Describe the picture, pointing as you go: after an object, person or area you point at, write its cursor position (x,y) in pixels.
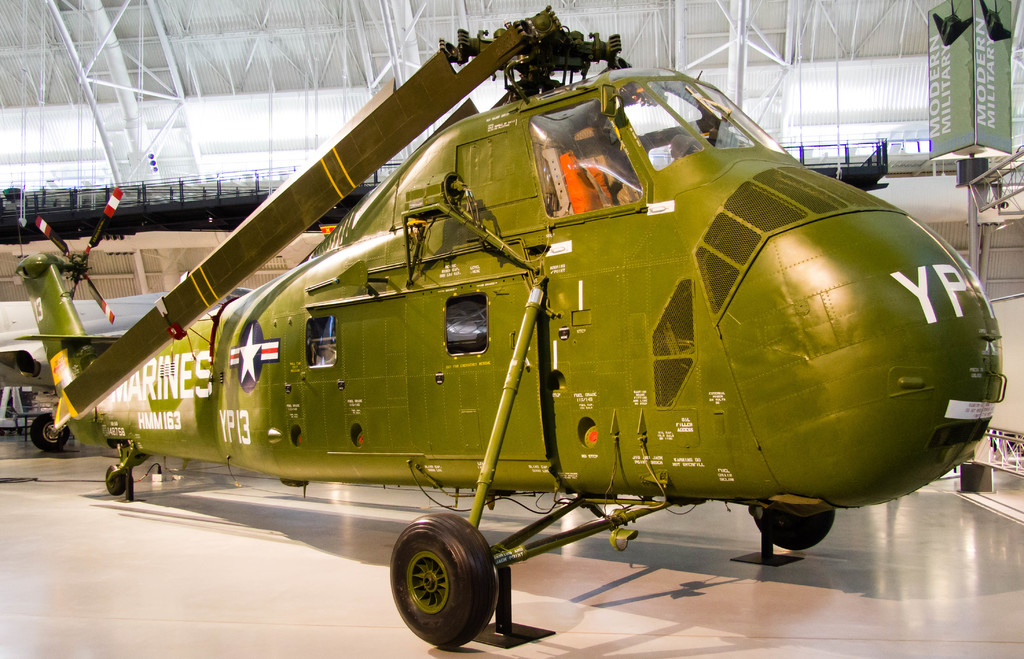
This picture is clicked inside. In the center (545,354) we can see the aircrafts (132,343) parked on the ground (203,485) and we can see the text (952,286) on the aircraft (328,347). At the top (349,64) there is a roof (339,96) and we can see the metal rods (782,67). On the right (993,116) we can see the text (982,75) on the posters (980,98) and we can see many other objects (29,413).
